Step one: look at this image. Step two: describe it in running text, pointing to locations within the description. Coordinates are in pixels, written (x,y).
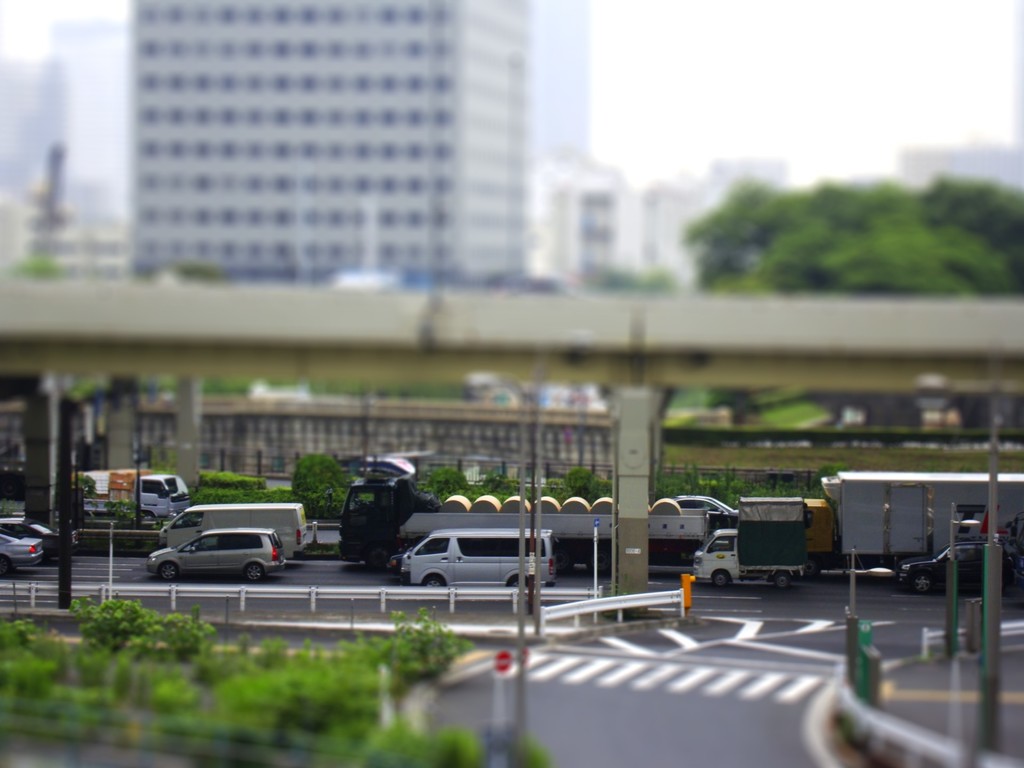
Background (835,99) portion of the picture is blur and we can see sky (790,131), buildings (714,190) and trees (975,241). This is a bridge (560,341). Here we can see vehicles (929,533) on the road (768,598). These are poles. Here we can see plants (348,658).
